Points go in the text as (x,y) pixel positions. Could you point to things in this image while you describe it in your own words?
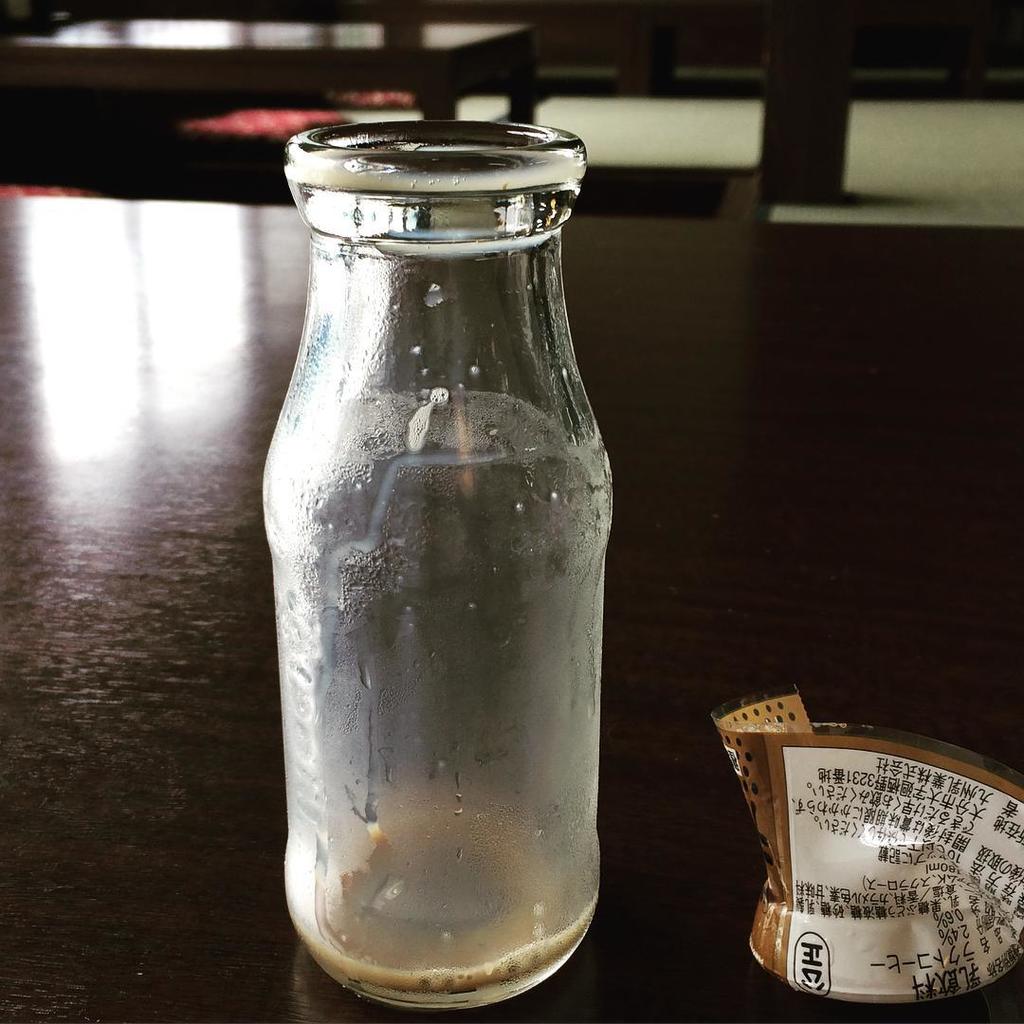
There is an empty bottle (581,656) and the label (735,757) of the bottle (541,777) is torn and kept beside the bottle (506,732) on a table (952,280).
